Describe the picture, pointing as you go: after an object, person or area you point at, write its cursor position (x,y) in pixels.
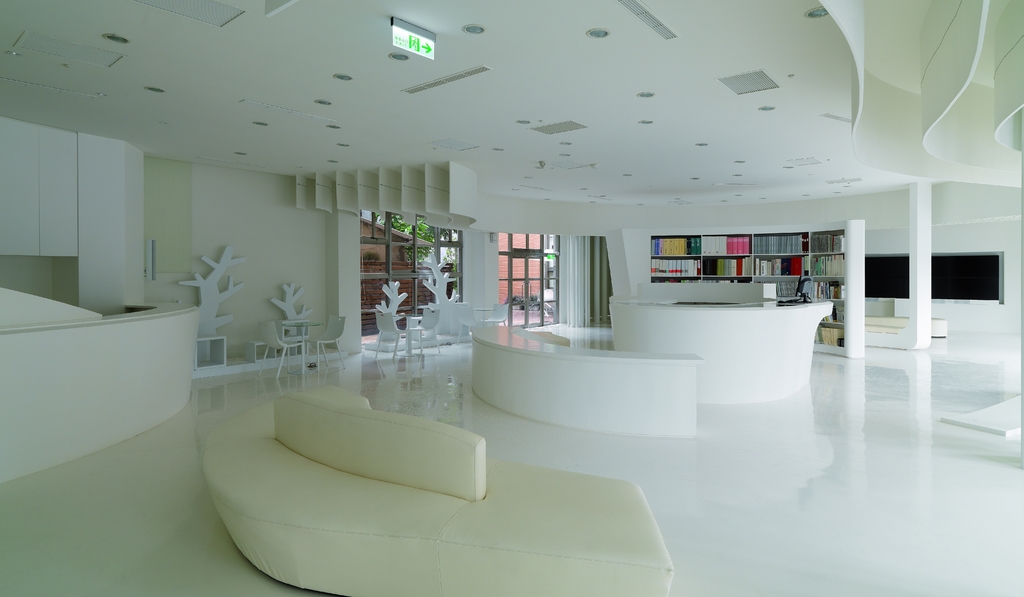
In the foreground of this image (456,528), there is a couch (421,539). On the left (108,337), there is a circular desk (117,370). On the top (400,86), there is a ceiling (590,66). In the middle (629,356), there are two circular desks (746,353). In the background (786,235), there are many books (792,248) in the shelf (816,256), few chairs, glass door (527,276) and the glass wall (395,268). Through the glass (411,269), there is a house (380,250), tree (420,233) and the wall (519,245) of a building (519,245).
